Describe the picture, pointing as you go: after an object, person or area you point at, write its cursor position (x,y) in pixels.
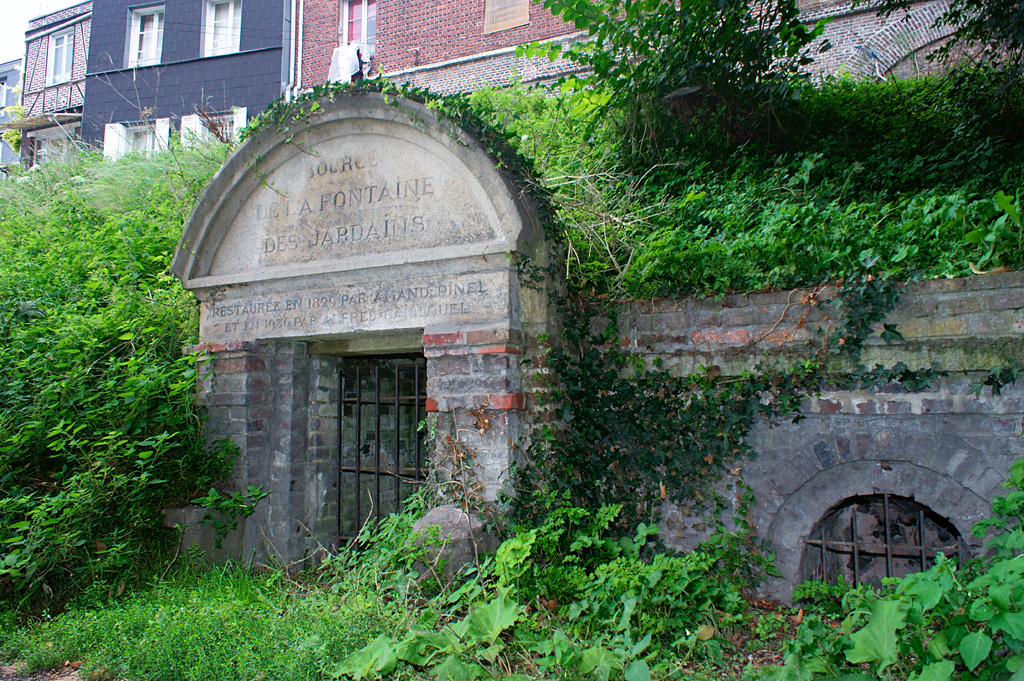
In the background of the image (247,26) there are buildings (261,7). There is a door (366,430). At the bottom of the image (311,596) there are plants (117,586). There is a wall (746,324).
